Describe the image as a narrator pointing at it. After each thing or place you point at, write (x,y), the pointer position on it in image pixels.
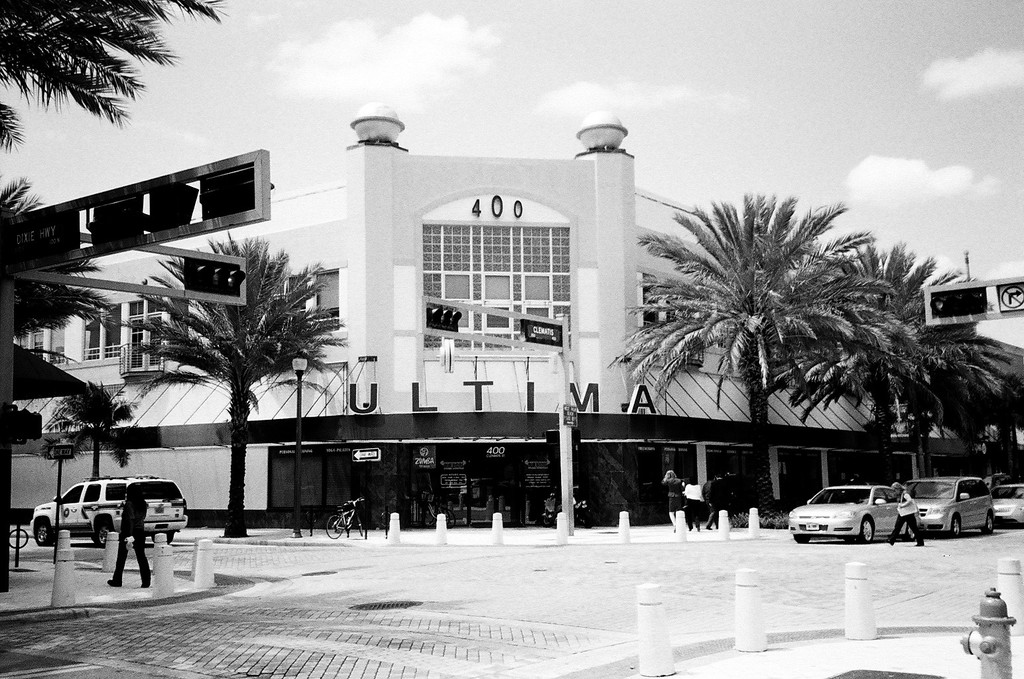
In the picture we can see a building (814,443) with stone pillars (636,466) and a name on it is ultima and near to it we can see some cars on the path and some people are walking and some trees (846,274) and in the background (900,106) we can see a sky (689,163) with clouds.
